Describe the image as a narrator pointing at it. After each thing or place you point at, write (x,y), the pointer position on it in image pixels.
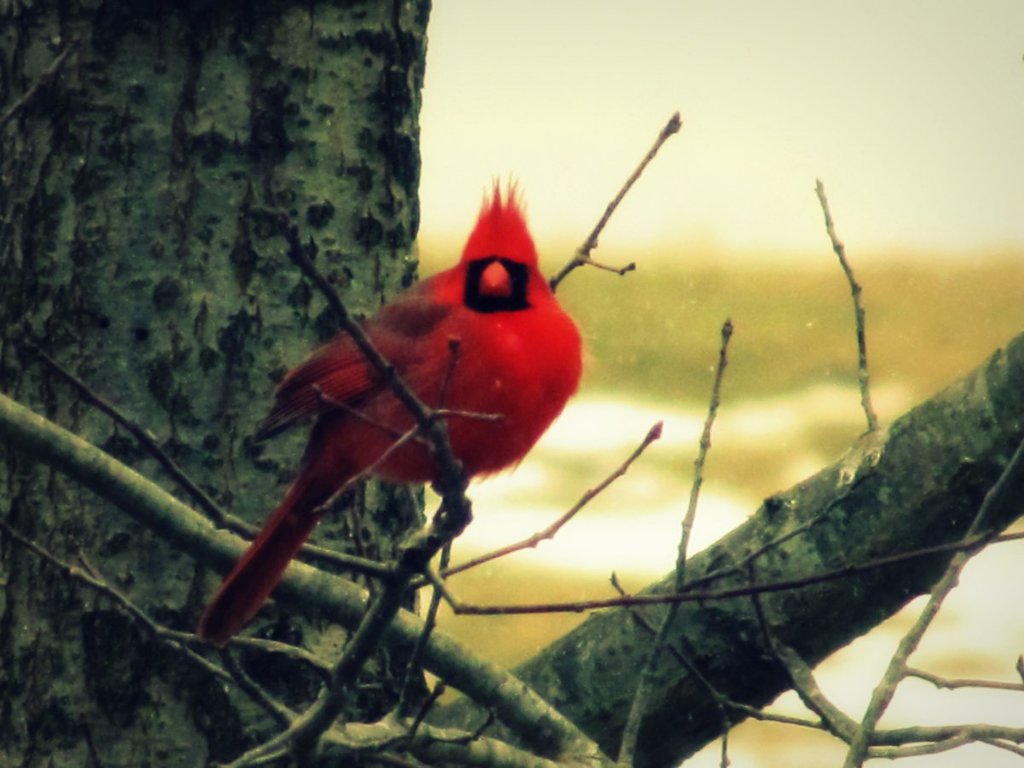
In this picture we can see a bird (377,327) on a branch (413,584) of a tree (191,144) and in the background (727,408) it is blurry.
